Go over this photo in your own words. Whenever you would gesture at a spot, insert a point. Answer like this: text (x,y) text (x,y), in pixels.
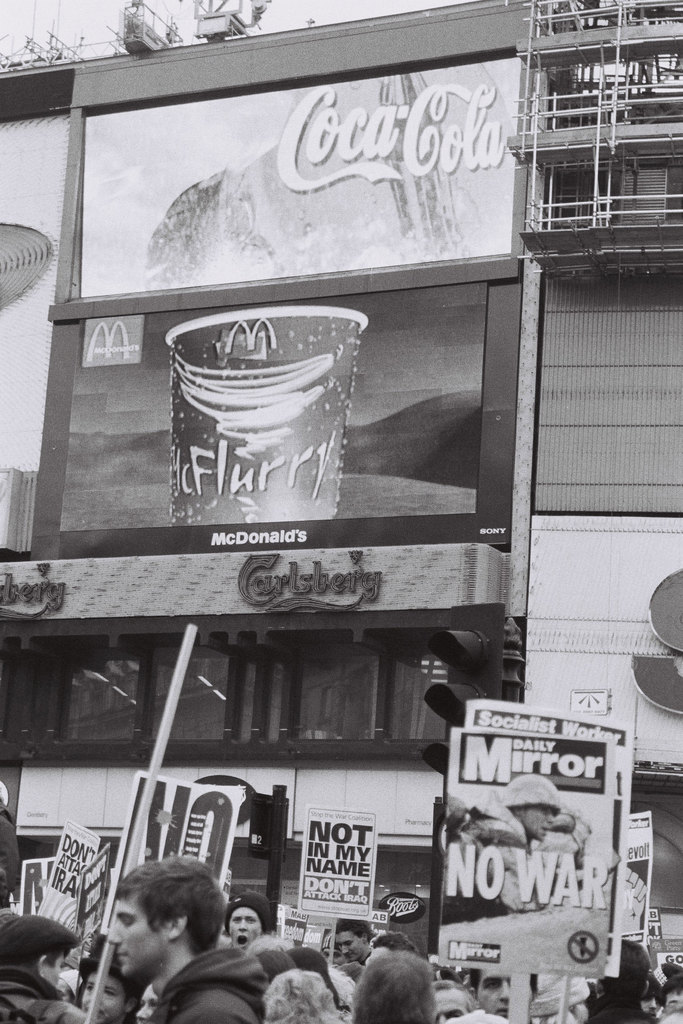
In this image in front (557,931) there are people (225,928) holding the placards (188,790). Behind them there are buildings (68,747).
